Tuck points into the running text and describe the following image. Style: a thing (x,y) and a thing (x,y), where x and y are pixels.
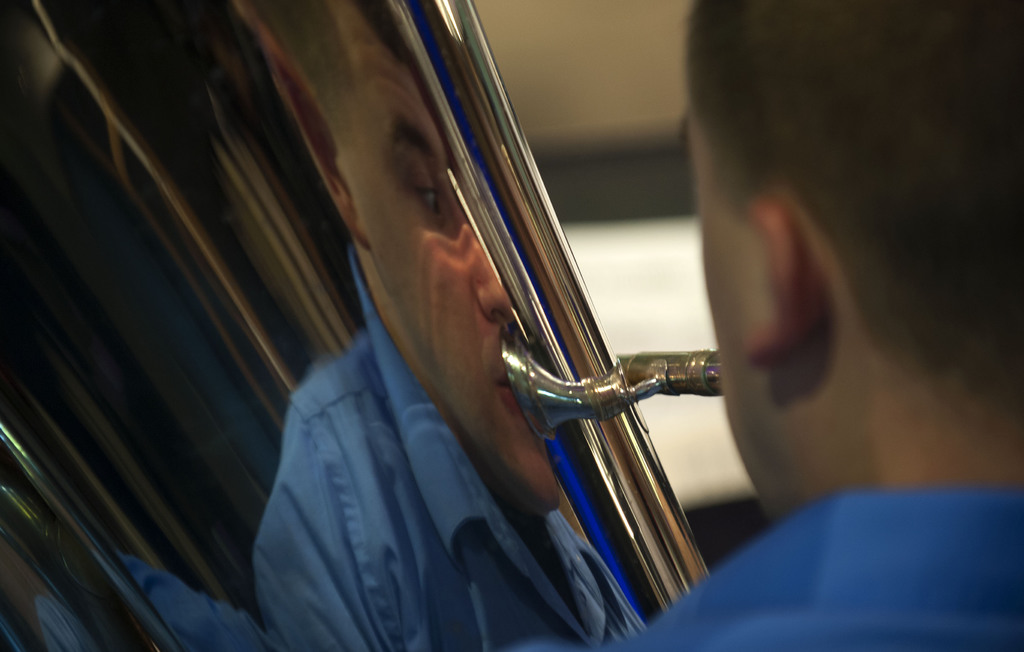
In this image there is a person (772,328) playing a brass instrument (528,418).
